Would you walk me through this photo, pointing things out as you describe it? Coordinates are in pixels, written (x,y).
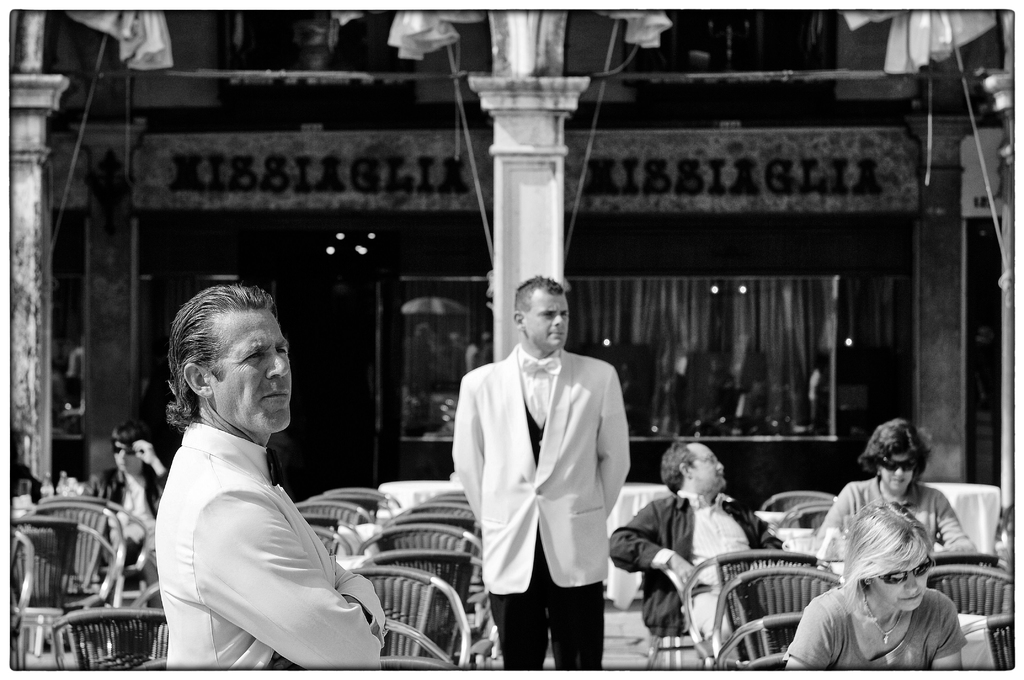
In the middle (479,452) a man (503,503) is standing he wear a white coat (500,469) there are people (652,613) who are sitting on the chairs (768,633) that there is a glass wall (759,383) and building (328,298).
